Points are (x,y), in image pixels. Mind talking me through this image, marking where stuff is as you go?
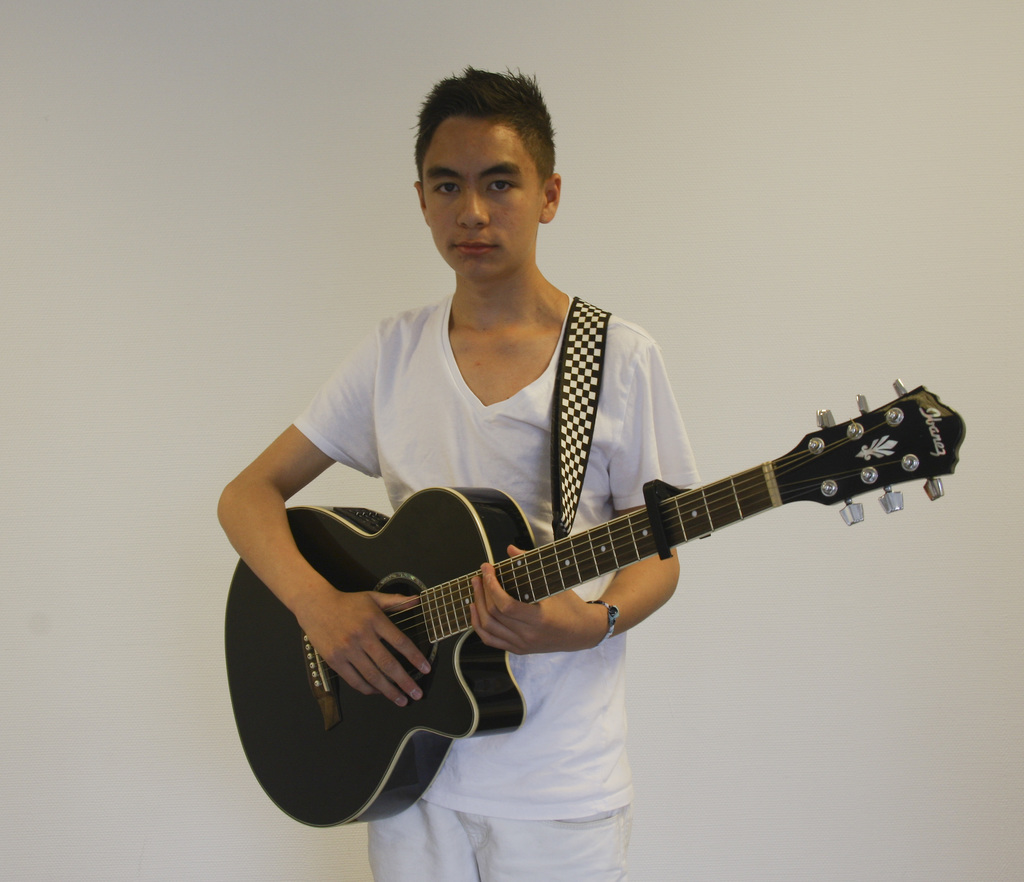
On the background (370,102) we can see a white colour wall (619,89). Here we can see a man (603,444) in white colour dress (619,393), holding a guitar (377,711) in his hands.
